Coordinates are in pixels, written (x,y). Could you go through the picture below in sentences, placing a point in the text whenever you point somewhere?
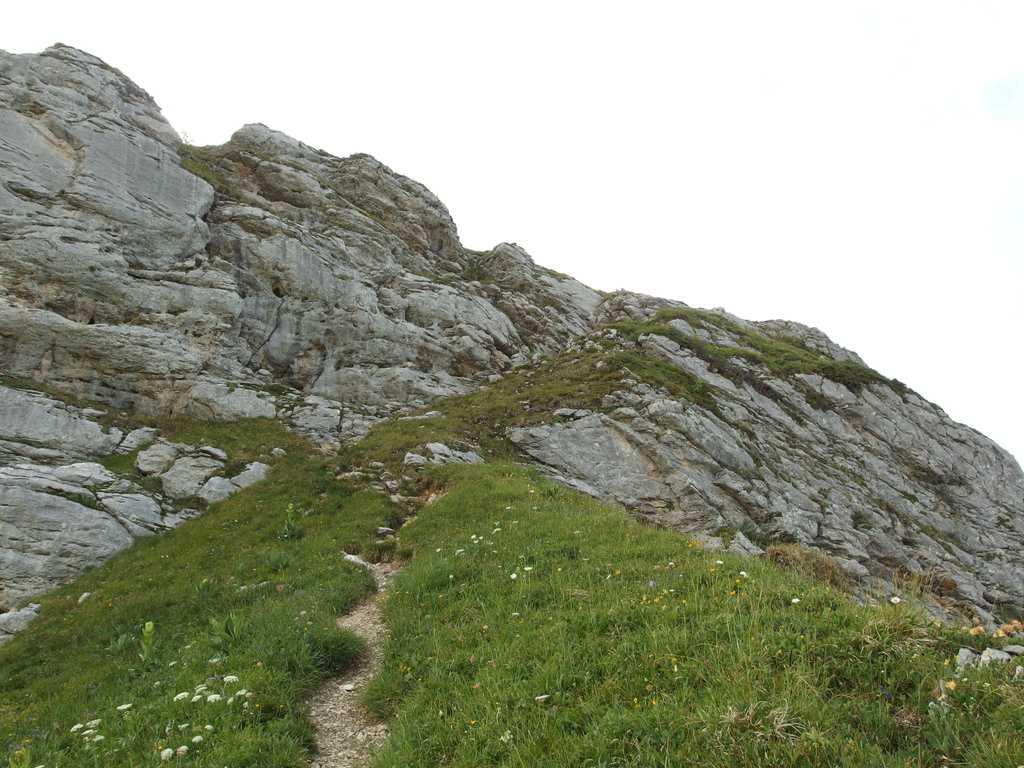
In this image there is a hill (359,460). At the bottom (412,621) there is grass (407,666). There are stones (386,530) in the grass (322,654).
